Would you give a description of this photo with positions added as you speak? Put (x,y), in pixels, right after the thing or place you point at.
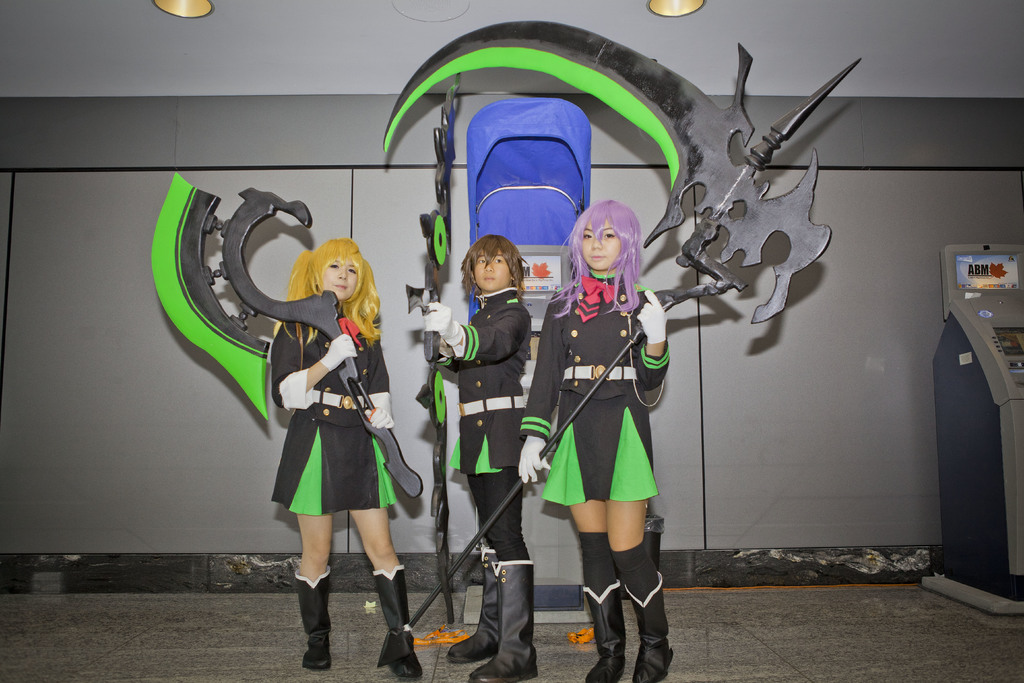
This image consists of three persons (488,438) wearing costumes (321,434). At the bottom (121,645), there is a ground (108,643). To the right (1011,422), there is a machine (944,382). In the background (849,400), there is a wall (355,226). To the top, there are lights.
